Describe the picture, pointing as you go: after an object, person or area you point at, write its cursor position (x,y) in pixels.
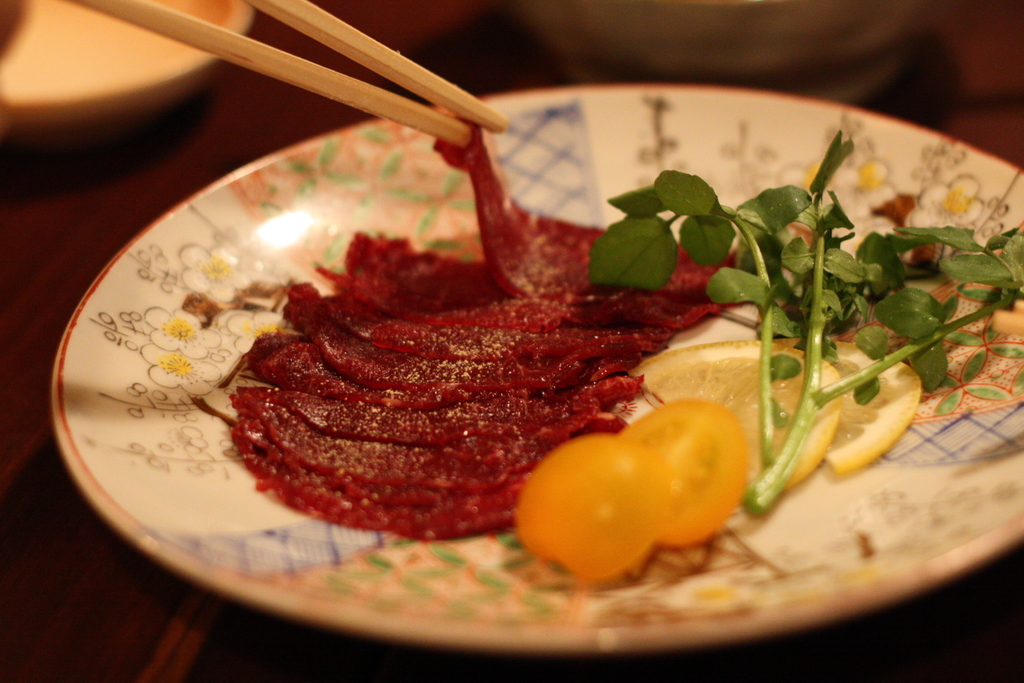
There is a plate (684,106) on it there is some food (549,446). Here there are two chopsticks (218,32). The plate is placed on a table (57,605).
